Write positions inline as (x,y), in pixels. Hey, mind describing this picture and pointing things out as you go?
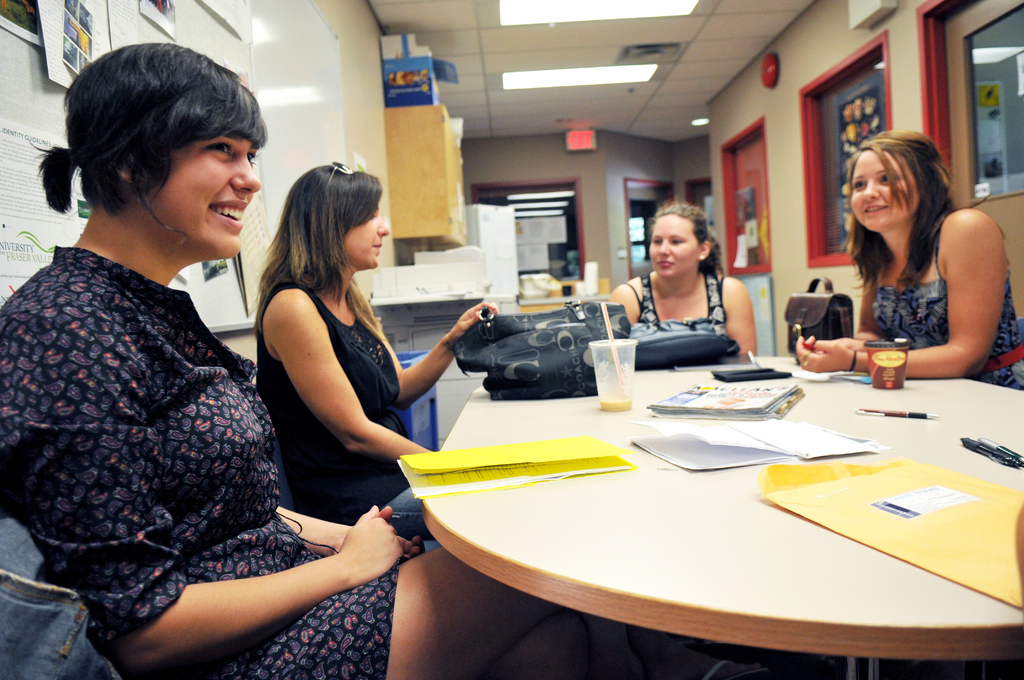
Four women (389,538) are sitting around a table (943,610). There is a bag (545,357) and few papers (591,448) on the table (669,382).
